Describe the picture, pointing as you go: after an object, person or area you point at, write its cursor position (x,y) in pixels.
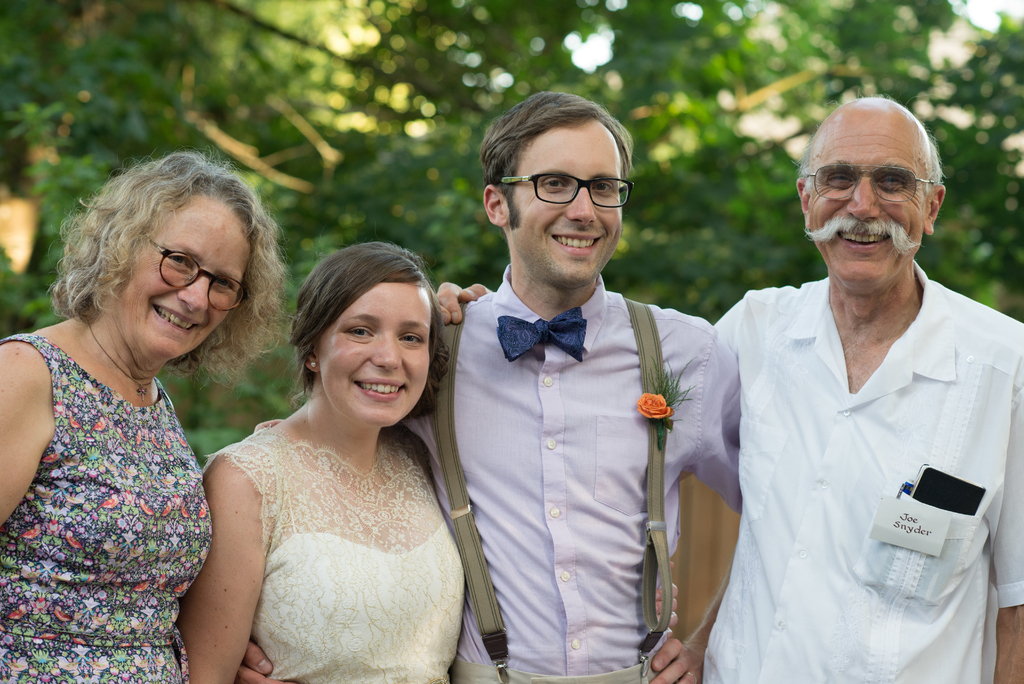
In this picture we can see few people (323,424) are taking picture, behind we can see some trees (352,83).
